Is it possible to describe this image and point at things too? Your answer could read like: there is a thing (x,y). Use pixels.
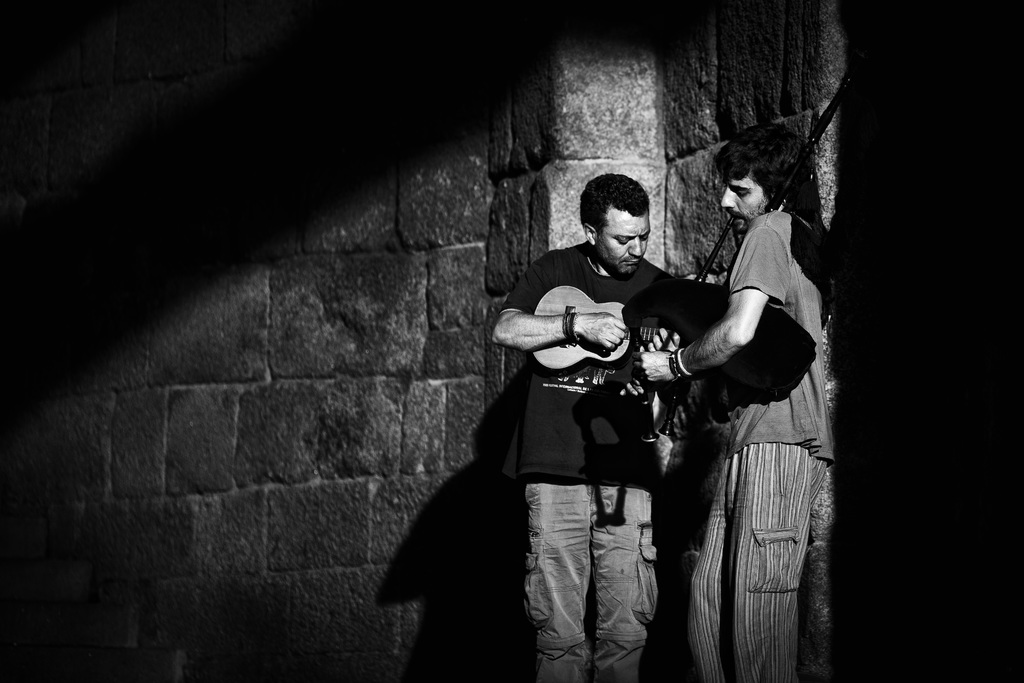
In this image I can see two persons (607,409) standing. The person (551,399) at left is holding the musical instrument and the image is in black and white.
